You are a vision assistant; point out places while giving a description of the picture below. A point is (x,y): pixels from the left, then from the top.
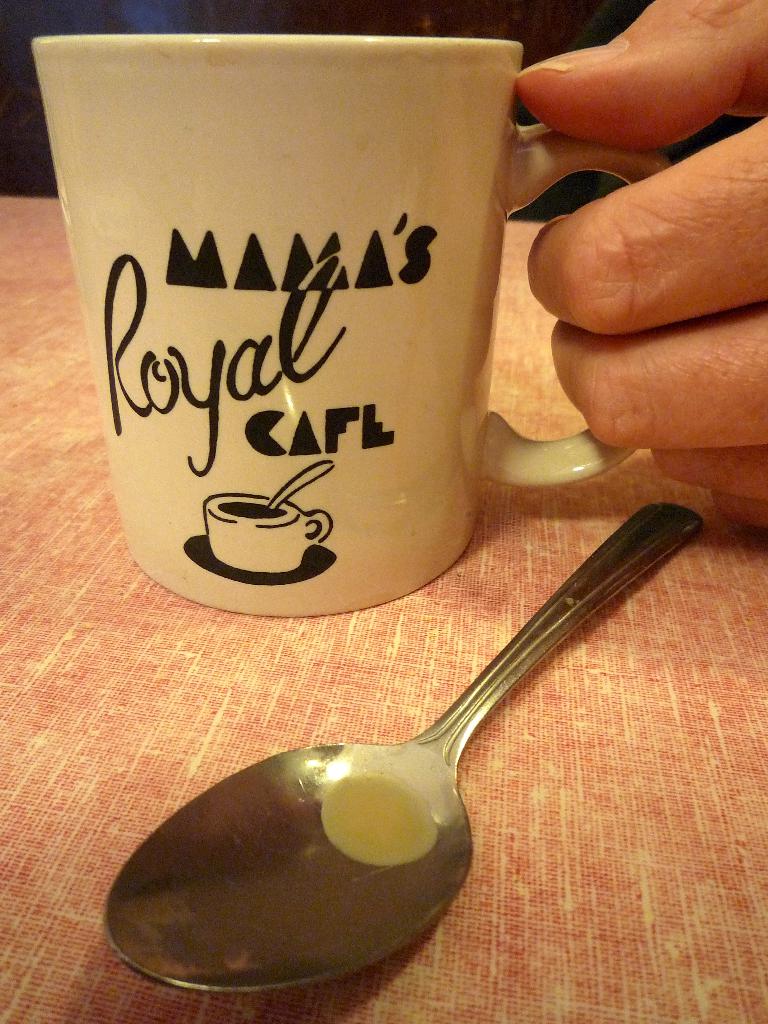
In this image we can see a person's hand (658,348) holding a mug (315,291) and there is a spoon (359,884) placed on the table (555,927).
